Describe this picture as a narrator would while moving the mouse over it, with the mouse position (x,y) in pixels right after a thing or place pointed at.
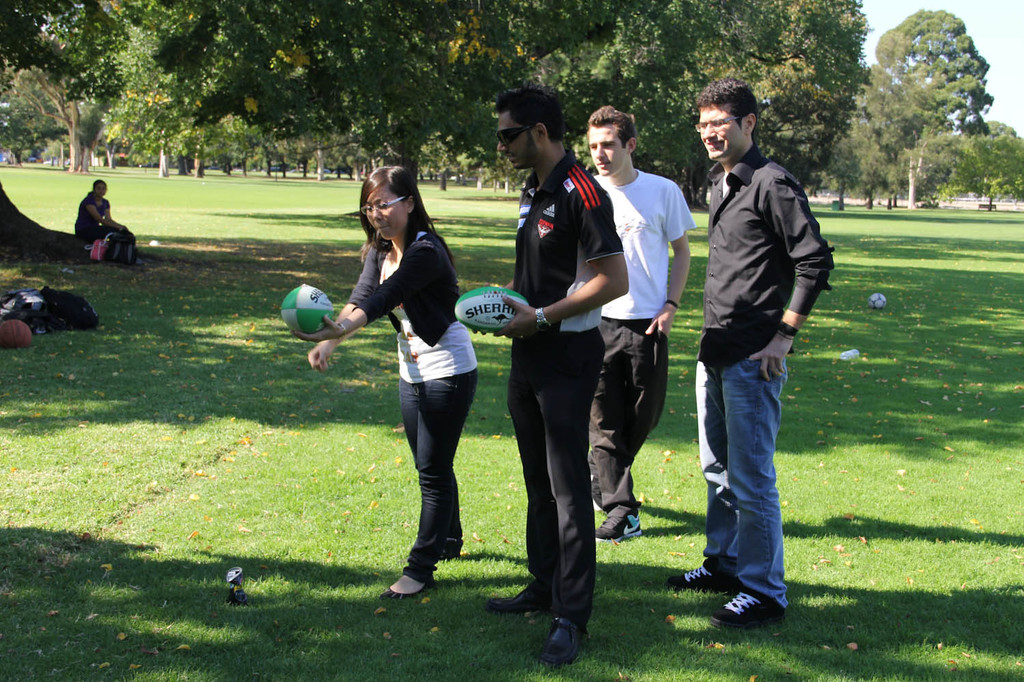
In this image, we can see a few people (701,575). We can see the ground (707,604) with some grass (216,509), leaves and objects (885,304). There are some trees (673,121). We can also see the sky (1006,90).
